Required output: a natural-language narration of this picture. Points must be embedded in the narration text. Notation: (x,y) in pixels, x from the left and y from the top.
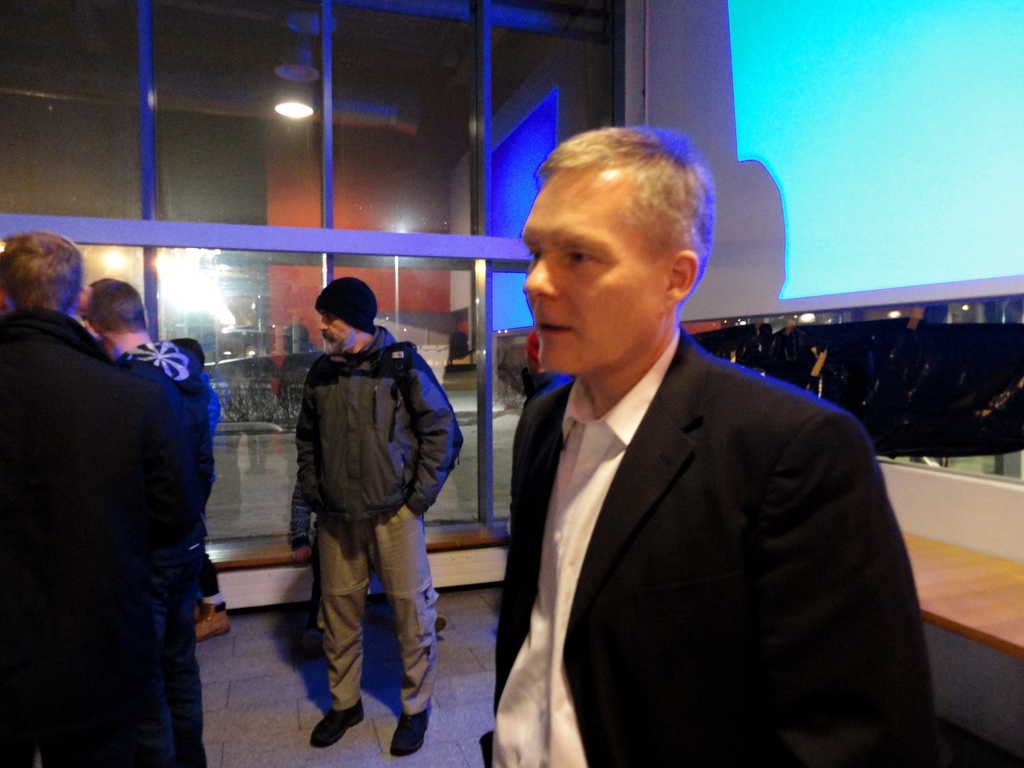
In this image I can see a group of people (121,315) standing and facing towards the left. I can see a glass wall (149,139) through which I can see outside. I can see a light (296,106). In the top right corner (865,87), I can see the screen (866,106).
